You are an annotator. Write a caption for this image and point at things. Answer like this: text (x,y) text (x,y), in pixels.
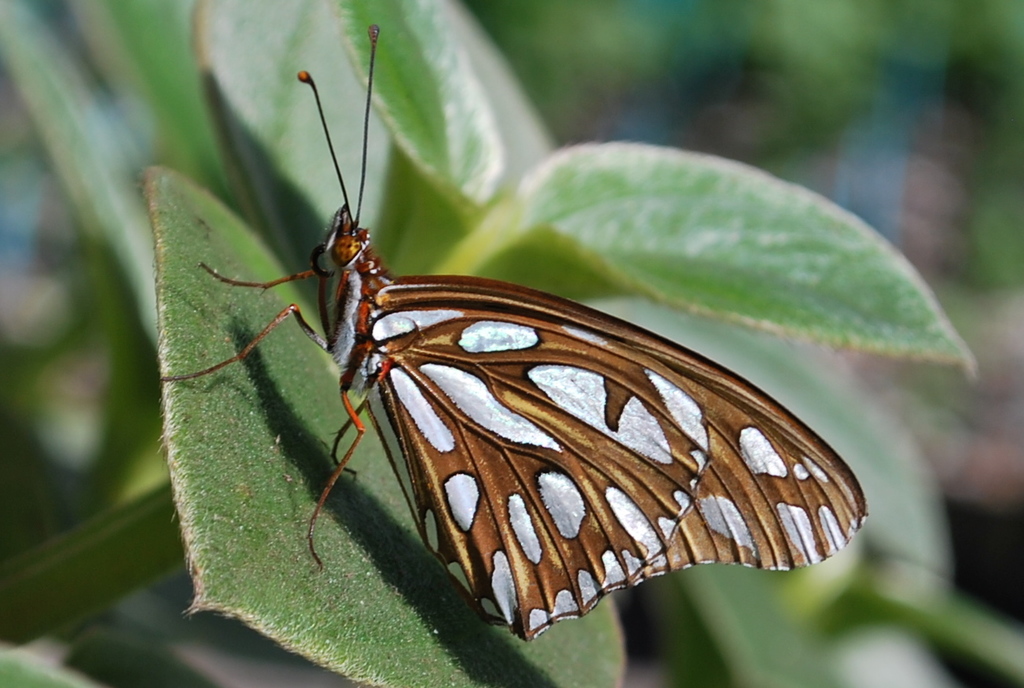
In this picture we can see a butterfly (579,473) on the leaf (311,626). There is a blur background (936,171).
